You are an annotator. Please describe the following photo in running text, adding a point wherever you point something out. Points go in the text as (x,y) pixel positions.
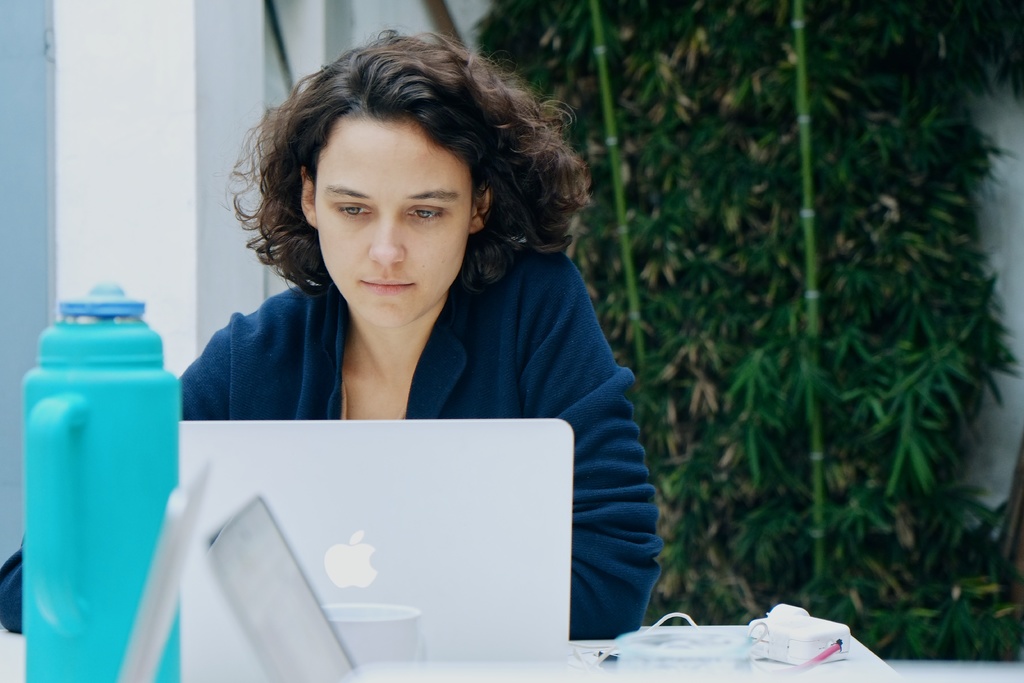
As we can see in the image there is a white color wall (164,59), tree (890,369), a table (719,665) and women (437,132) over here. On table (699,677) there is a bottle (105,361) and laptop (358,521).
